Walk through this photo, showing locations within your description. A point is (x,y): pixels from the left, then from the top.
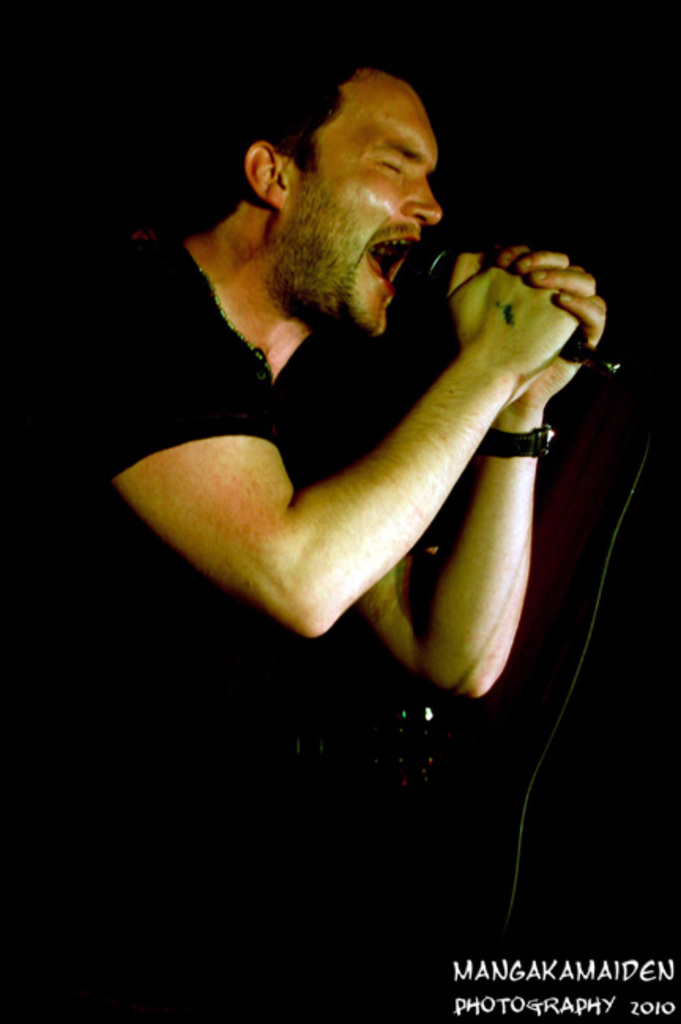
In this picture I can see a man (330,259) singing with the help of a microphone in his hands (520,284) and I can see text (667,978) at the bottom right corner (664,964).
